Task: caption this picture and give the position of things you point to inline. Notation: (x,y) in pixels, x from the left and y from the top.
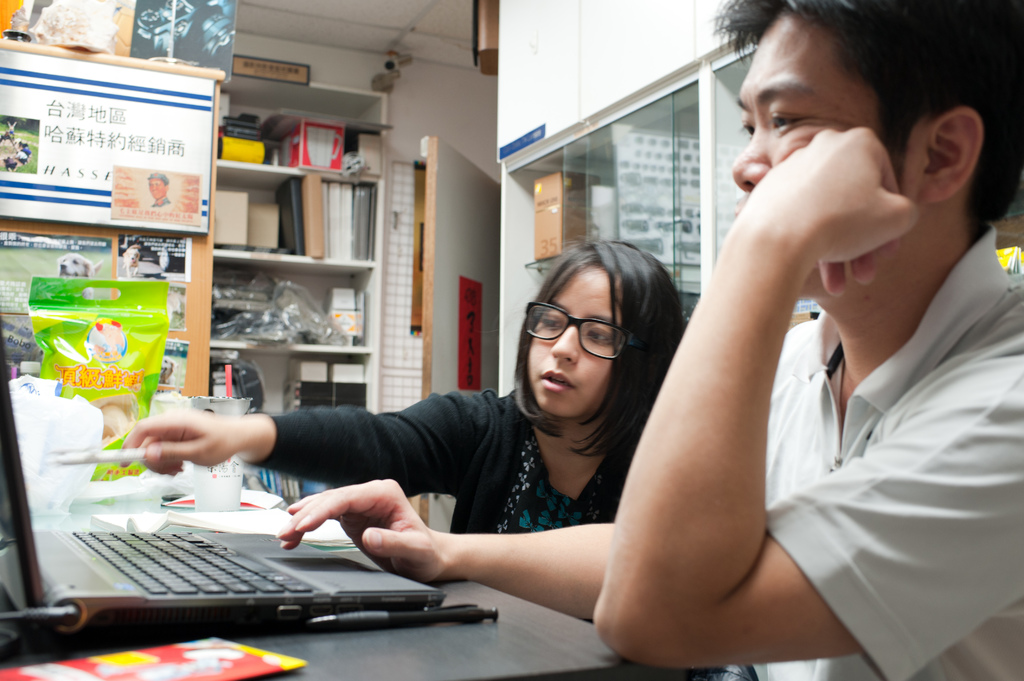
In this picture we see a man (734,520) seated and working on the laptop (236,575) on the table (518,654) and we see a woman (411,424) seated on the side and i can see few books (303,222) and boxes (227,224) and few more articles (256,283) in the cupboard (281,399) and few posters (142,243) and we see a packet (125,394) and a Cup (229,403) with straw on the table (147,505) and a woman (534,387) wore spectacles (593,355) and we see a door (464,206) and a camera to the ceiling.
